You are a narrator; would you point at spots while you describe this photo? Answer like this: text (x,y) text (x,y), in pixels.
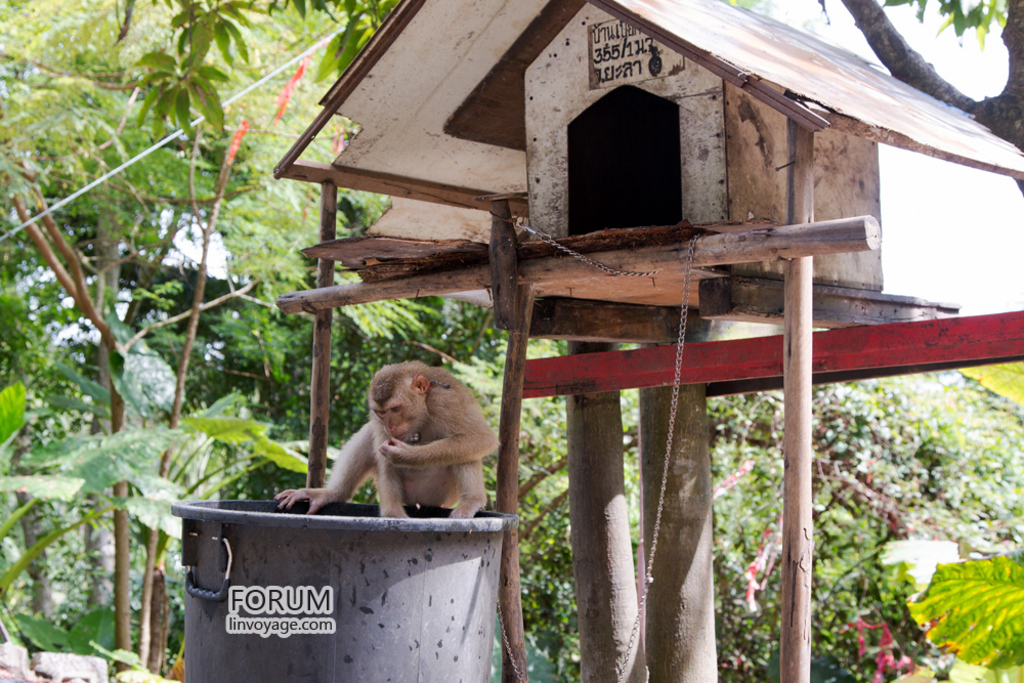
In this image we can see monkey (411,417) on a bin (305,537). Also there is a shelter (629,120) on a wooden pieces (667,329). In the background (990,610) there are trees (864,527) and plants (864,527).
